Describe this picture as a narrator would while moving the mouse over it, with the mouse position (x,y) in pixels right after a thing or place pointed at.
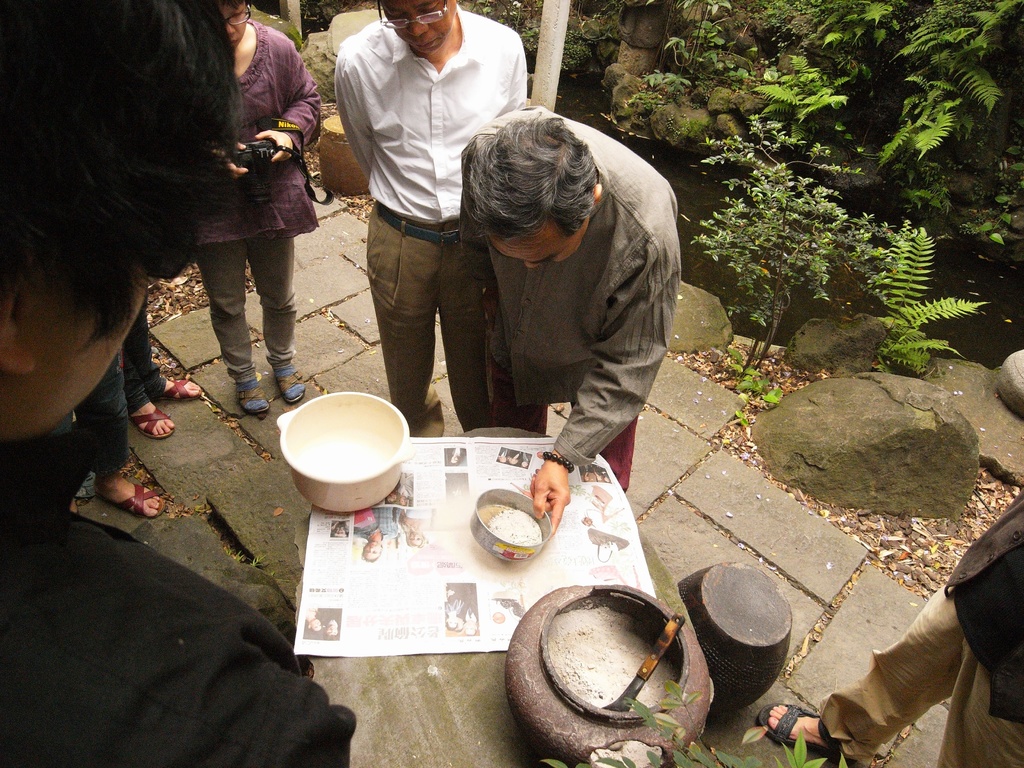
In this picture we can see a person (582,450) holding a bowl (492,503) in his hand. He kept this bowl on a paper (514,580). There are few people (302,387) standing from left to right. We can see a woman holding a camera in her hand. We can see a dish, pot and a black object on the path (810,690). There are few plants (790,223), rocks (639,50) and some water (966,328) in the background (939,394).
